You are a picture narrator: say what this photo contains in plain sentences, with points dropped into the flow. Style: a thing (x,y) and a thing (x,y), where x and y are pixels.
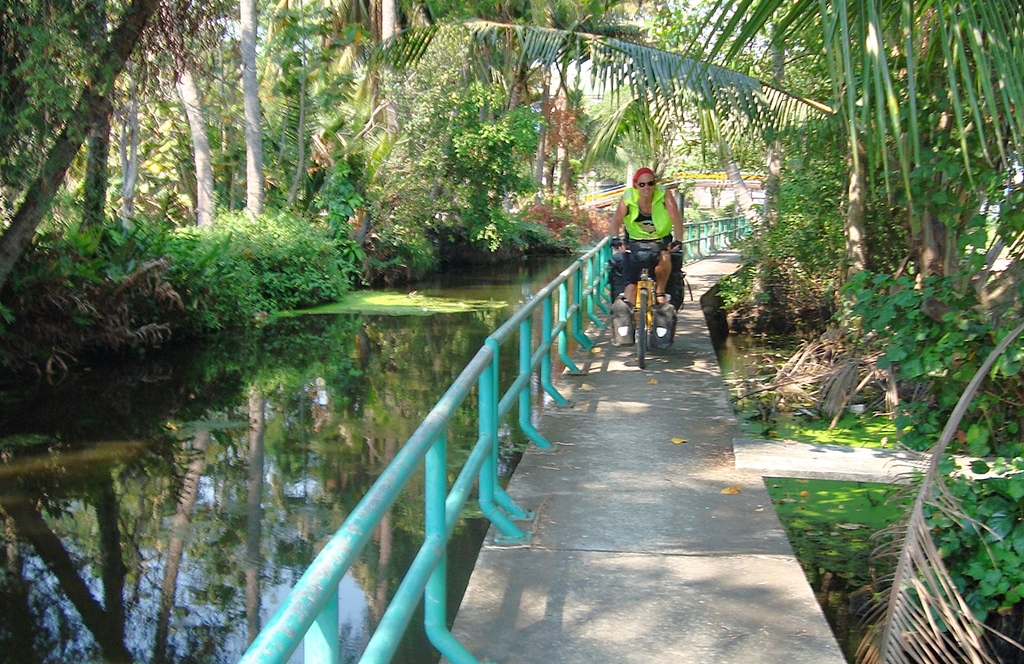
In this image, we can see a person (655,229) wearing clothes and riding a bicycle (645,272) on the bridge (623,401). There is a pond (442,323) in between trees (831,141).
